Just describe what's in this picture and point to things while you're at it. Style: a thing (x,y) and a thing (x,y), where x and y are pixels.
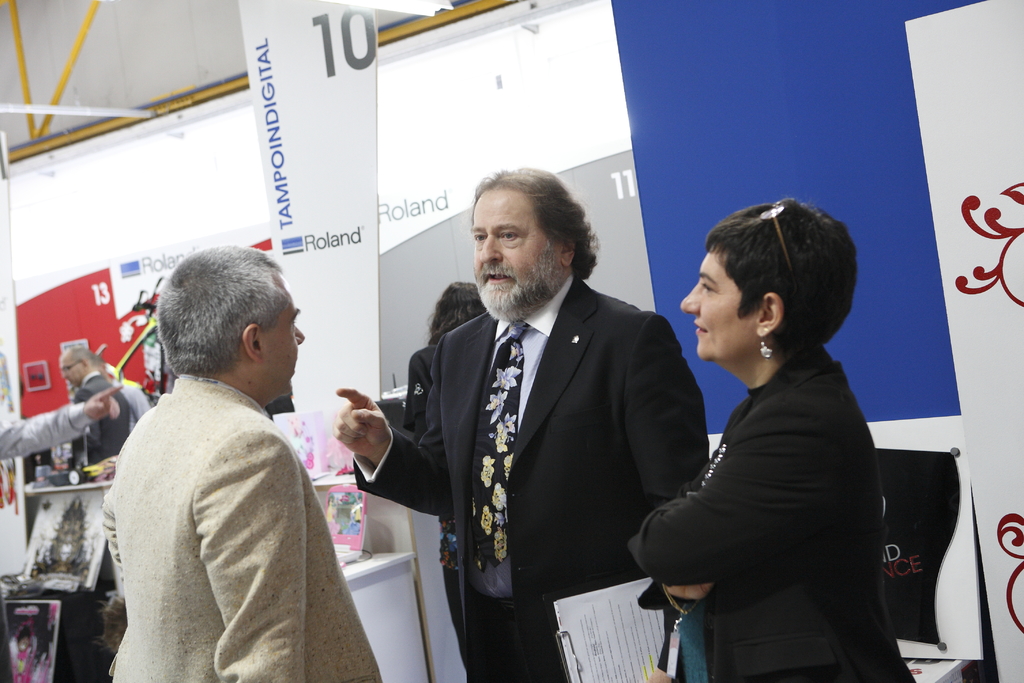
In this image, we can see some people (718,581) standing and there are some posters (928,157).
